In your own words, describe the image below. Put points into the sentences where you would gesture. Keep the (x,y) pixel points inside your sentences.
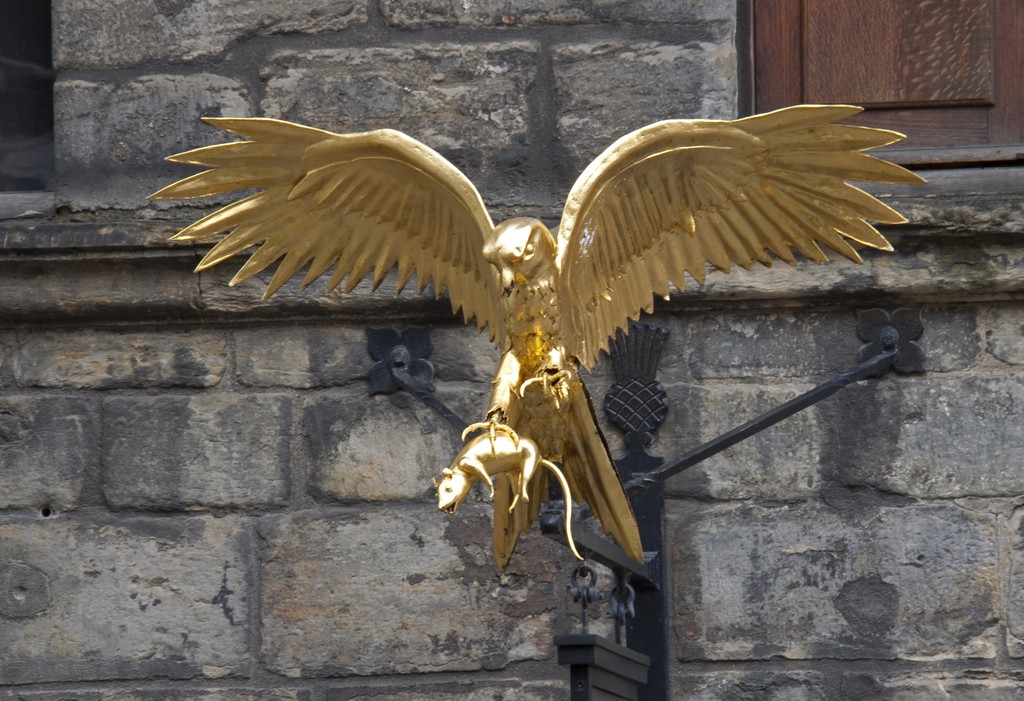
In this image there is a statue (535,402) of a bird (559,288) holding a mouse (481,454). In the background (435,95) there is wall (583,78). This is a window (816,69).
